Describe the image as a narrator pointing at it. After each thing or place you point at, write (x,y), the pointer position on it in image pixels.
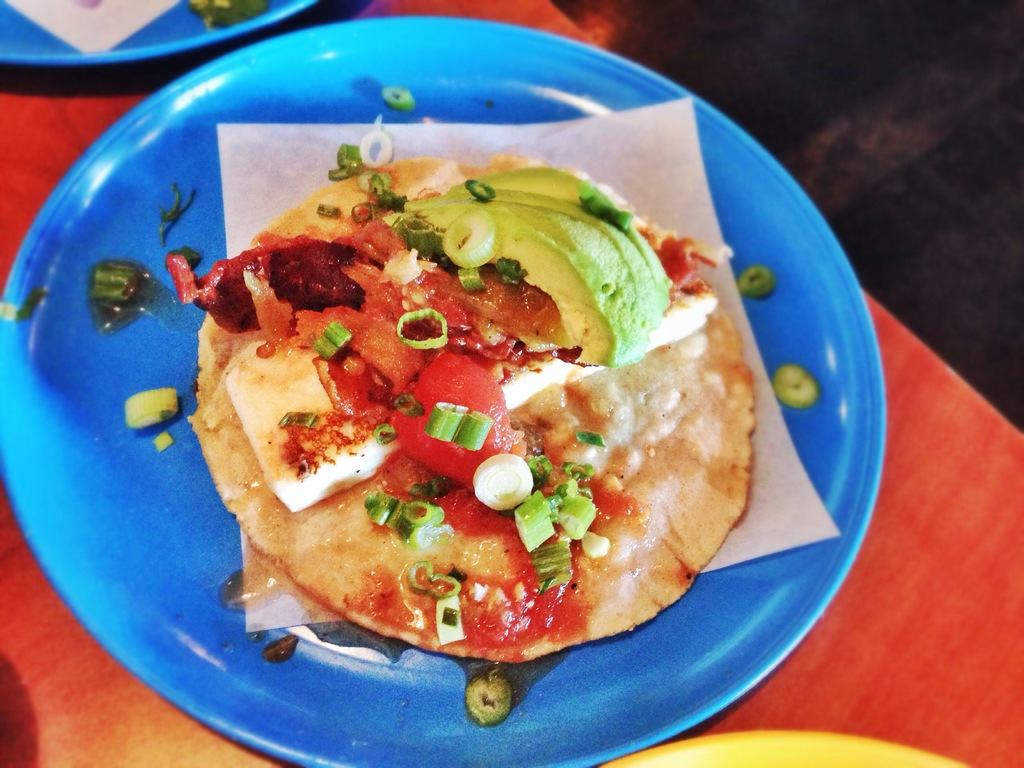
In this image we can see food (462,267) placed on a paper (644,152) in a plate (183,649) kept on the table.
